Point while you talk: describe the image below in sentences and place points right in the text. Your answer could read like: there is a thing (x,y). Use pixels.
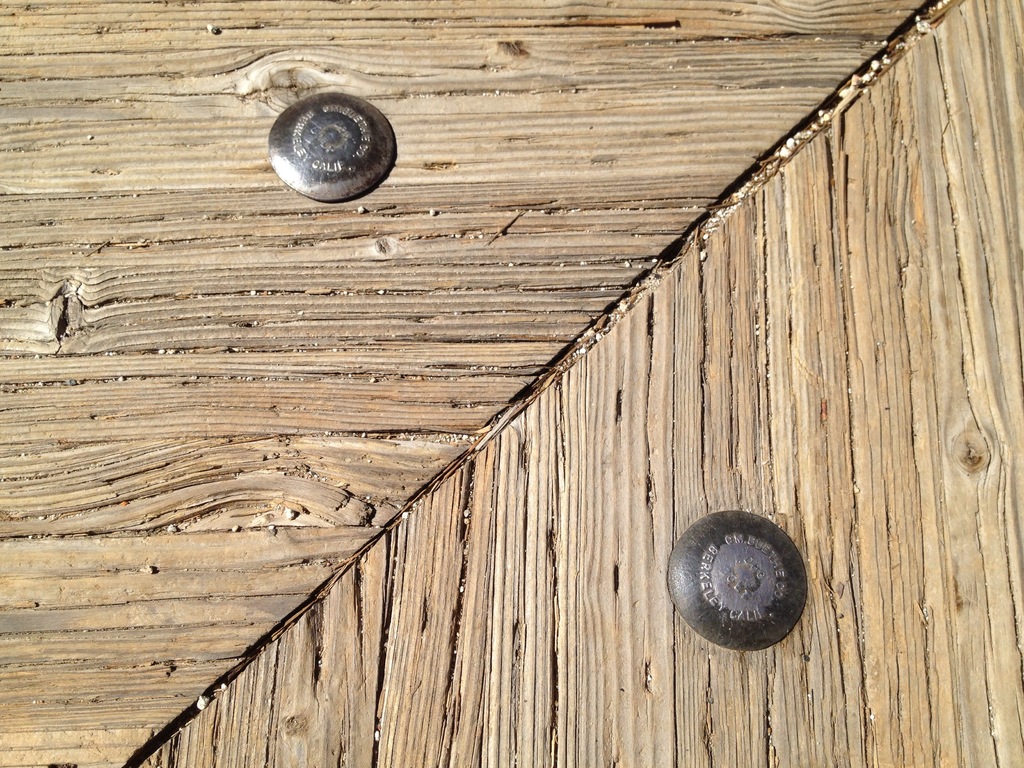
In this image I can see the wooden surface (679,148) which is in brown color and I can see there are two nails (731,543) on it.
